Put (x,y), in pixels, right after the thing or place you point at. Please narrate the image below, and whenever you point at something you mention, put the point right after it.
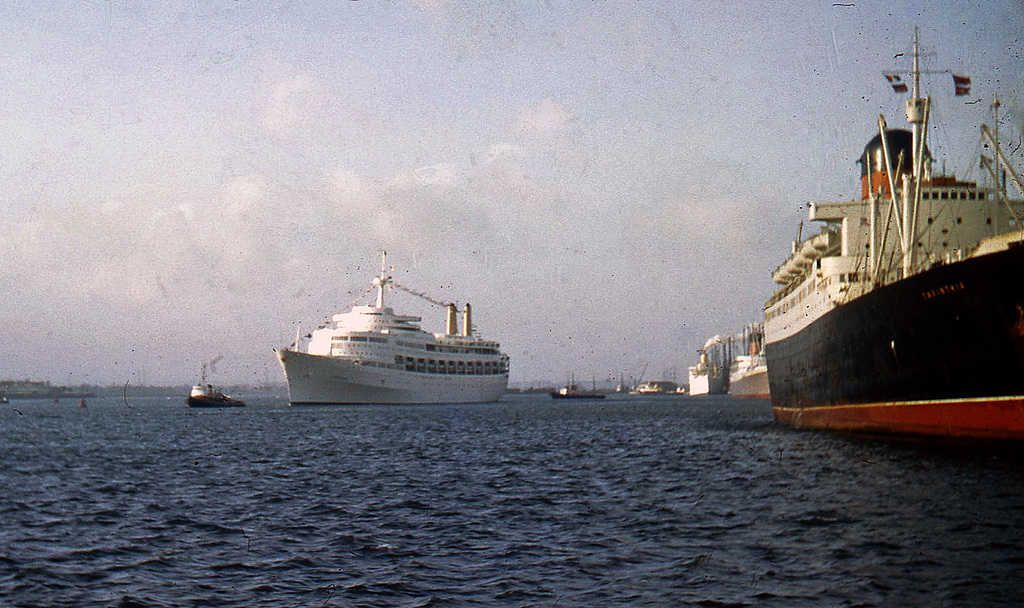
In this image I can see few ships (894,382) on the water (609,493), in front (423,350) the ship (411,341) is in white color. Background (26,116) I can see sky (254,121) in white color.
